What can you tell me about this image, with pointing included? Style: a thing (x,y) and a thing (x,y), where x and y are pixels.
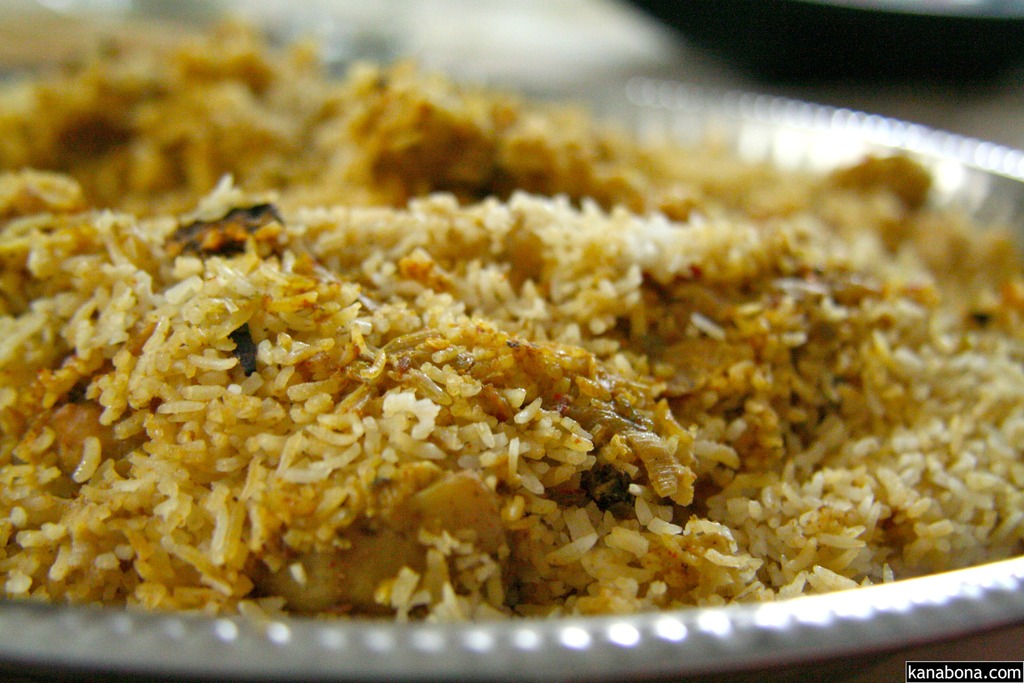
In this image I can see the food (622,552) in the plate (712,609). The food (507,479) is in brown color and the plate (703,638) is in white color.
